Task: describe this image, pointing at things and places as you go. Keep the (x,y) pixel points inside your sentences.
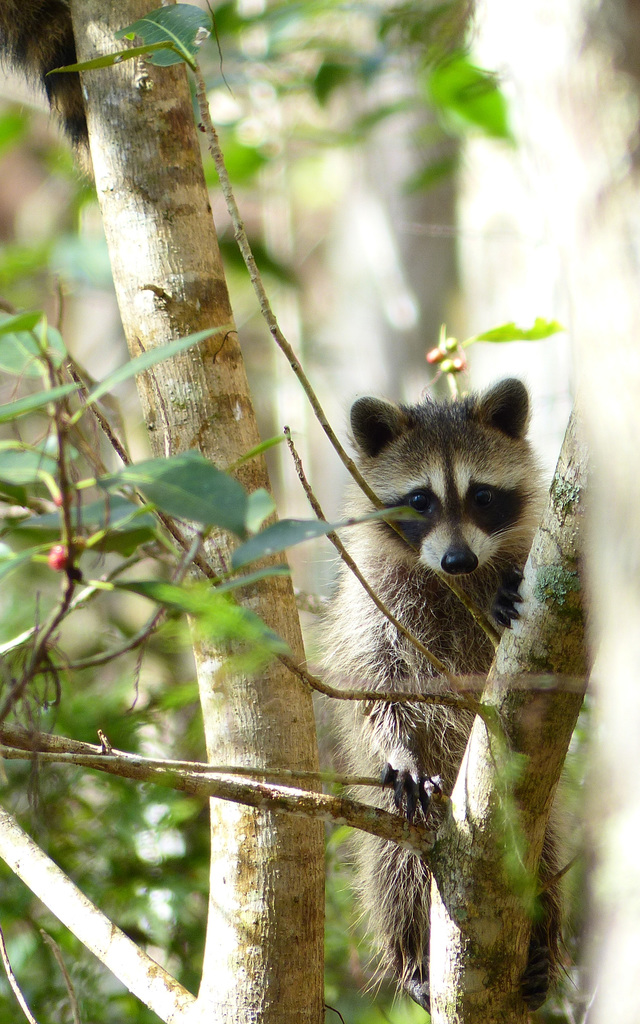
In this picture there are two animals (374,458) standing on the tree (274,970). At the back (39,712) the image is blurry.
